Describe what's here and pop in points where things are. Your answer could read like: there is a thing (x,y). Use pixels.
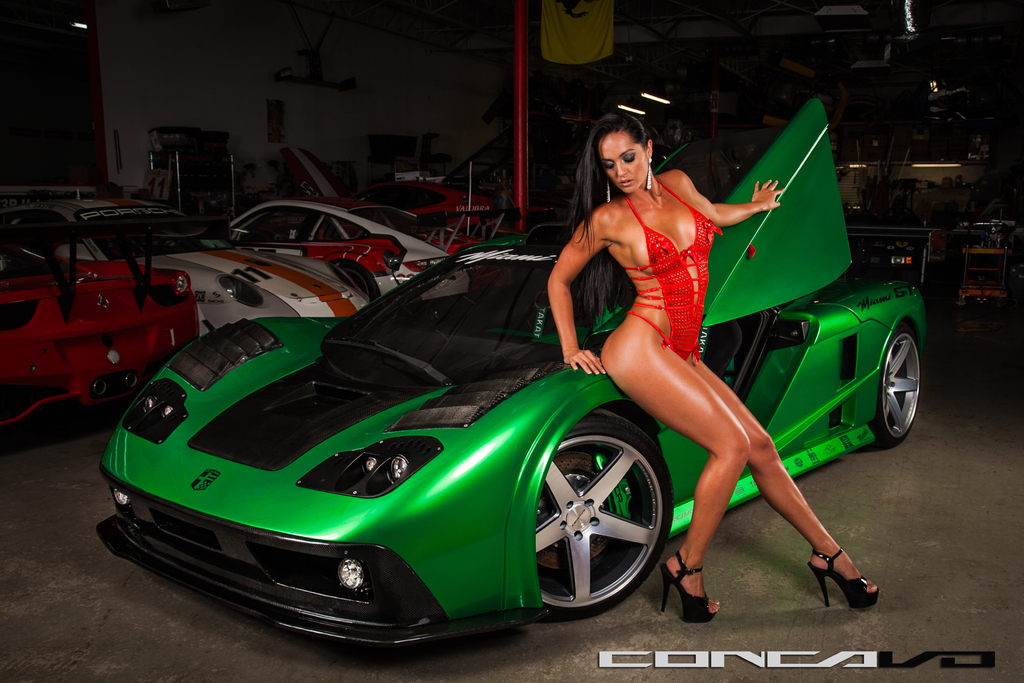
In this image I can see a car (493,436) which is green and black in color on the ground (526,652) and I can see a woman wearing red color dress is leaning on the car (536,489). In the background (191,291) I can see few other cars (147,317) which are red and white in color, the wall (211,72) which is white in color, two lights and few other objects (944,245).
